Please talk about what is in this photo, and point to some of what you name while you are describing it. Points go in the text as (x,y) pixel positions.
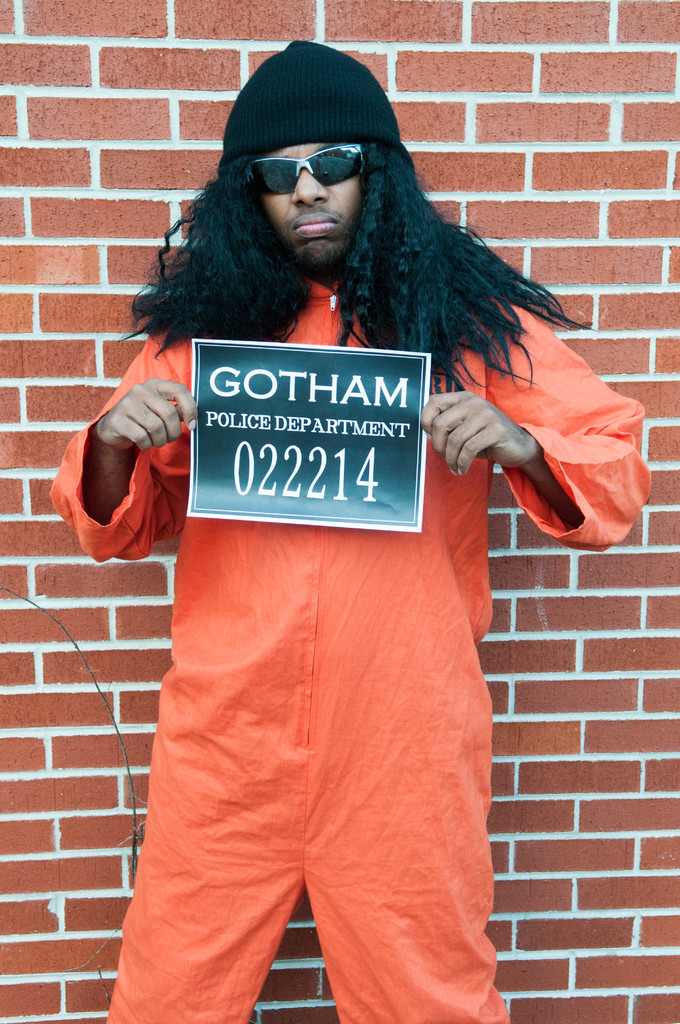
In this picture we can see a person (490,796) standing on the ground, he is holding a poster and we can see a brick wall (665,118) in the background (256,58).
